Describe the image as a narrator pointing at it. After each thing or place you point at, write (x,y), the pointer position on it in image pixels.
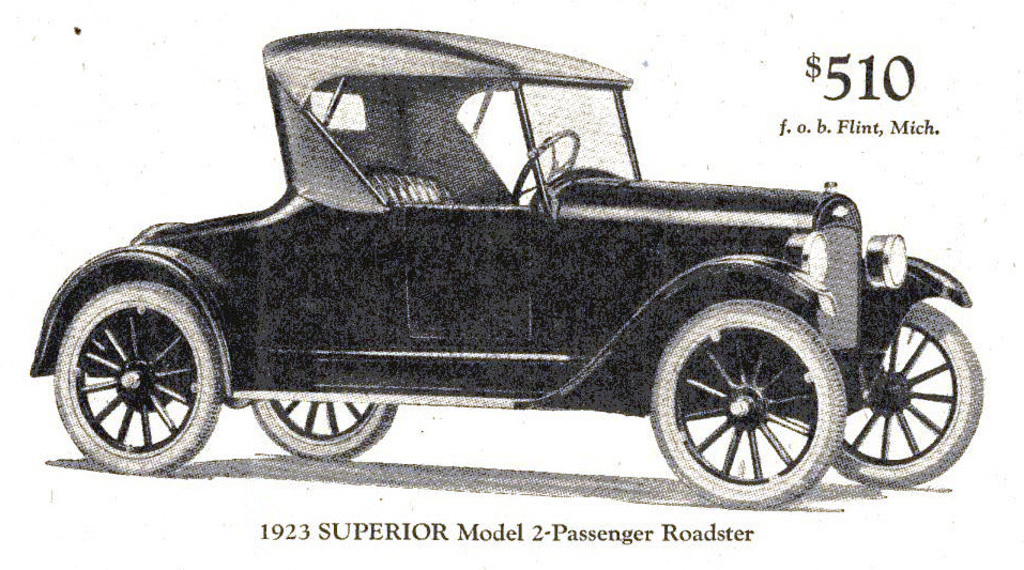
In the image we can see on the poster (679,240) and there is a car (584,290) parked on the ground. There is matter (309,539) written on the poster (841,115) and the image is in black and white colour.
